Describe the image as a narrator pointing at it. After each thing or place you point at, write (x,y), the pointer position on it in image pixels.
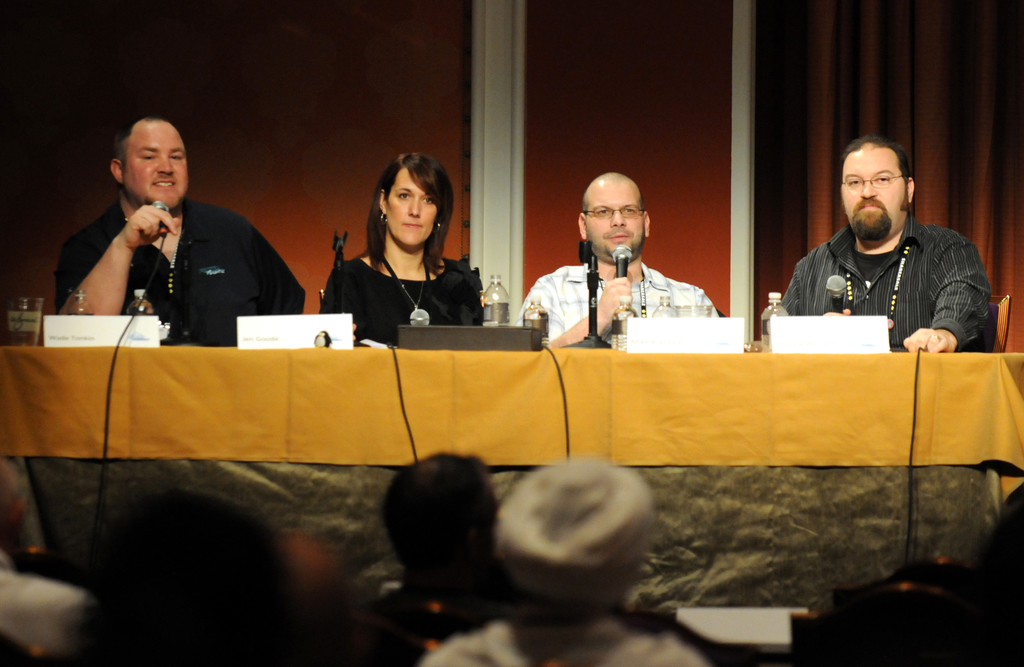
In this Image I see 3 men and a woman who are sitting on chairs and they are in front of a table (4,454), on which there are few things (528,345). I can also see these 3 men (225,274) are holding mics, Over here I see few people (10,482).
